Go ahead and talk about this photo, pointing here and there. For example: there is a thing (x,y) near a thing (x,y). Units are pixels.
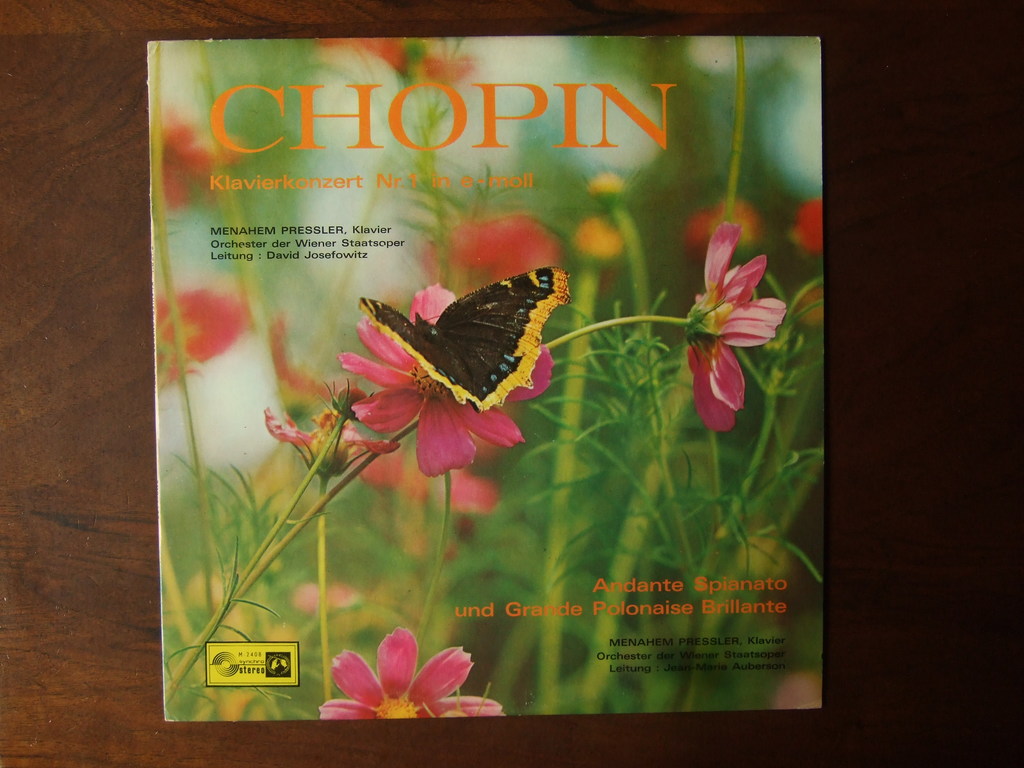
In this image there is a cover (662,284) of the record album (224,435) where we can see there is a butterfly (445,345) sitting on the flower (425,469) which is on the plant (288,518), beside that there is something written about the album (612,588).
